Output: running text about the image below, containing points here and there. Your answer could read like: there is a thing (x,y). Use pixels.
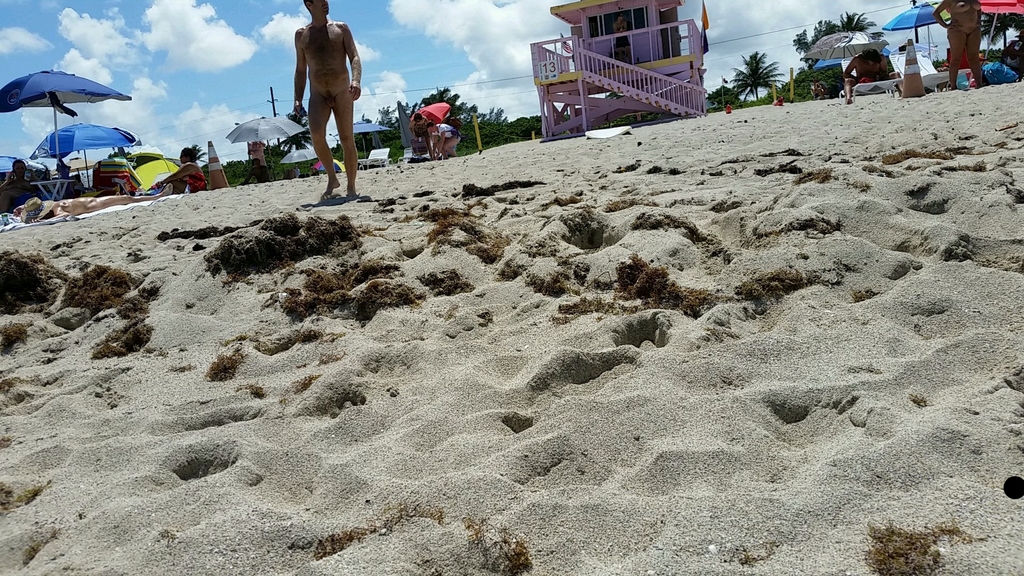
In this picture there is sandy texture (790,117) at the bottom side of the image (171,395) and there are people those who are sitting and lying under the umbrellas (72,99) and there is a house (688,27) and trees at the top side of the image (445,94).
